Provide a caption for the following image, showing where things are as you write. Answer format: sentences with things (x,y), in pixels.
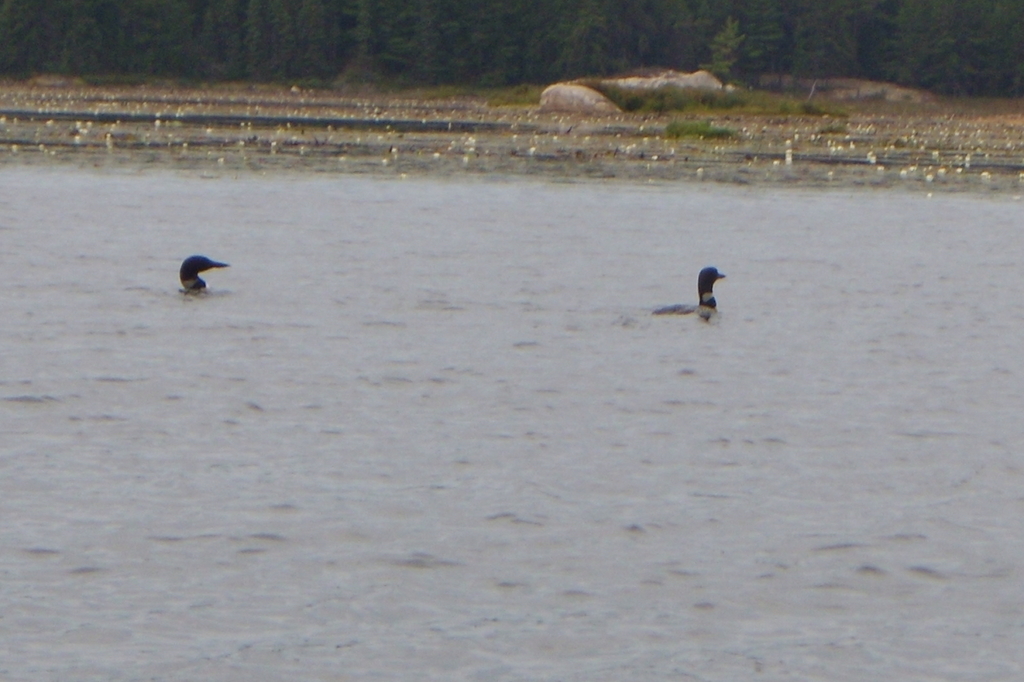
There are ducks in the water (450,340) in the foreground area (481,406), there are trees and stones (697,82) at the top side (570,112).
